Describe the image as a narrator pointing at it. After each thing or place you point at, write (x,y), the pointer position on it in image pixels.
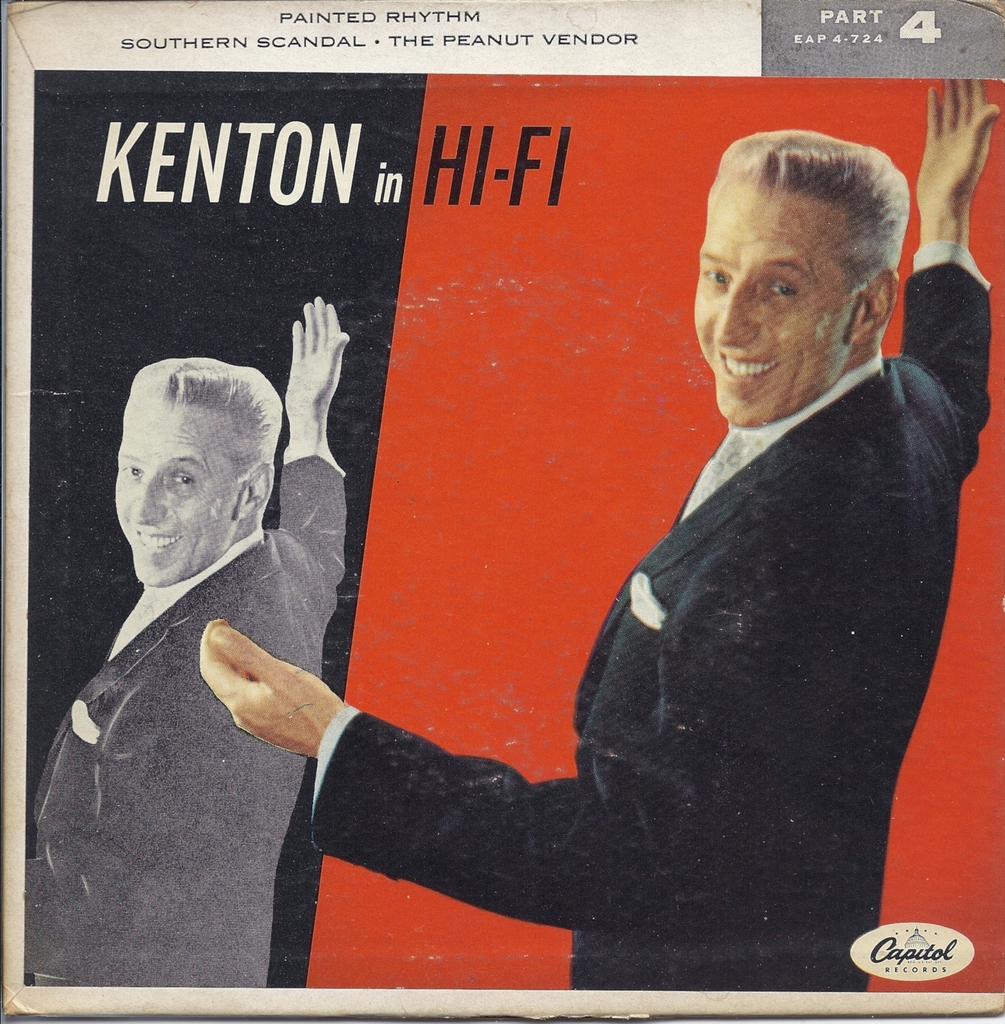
In this image we can see a poster (408,272) on which we can see a picture (771,218) of the man (199,411) and we can also see some text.
